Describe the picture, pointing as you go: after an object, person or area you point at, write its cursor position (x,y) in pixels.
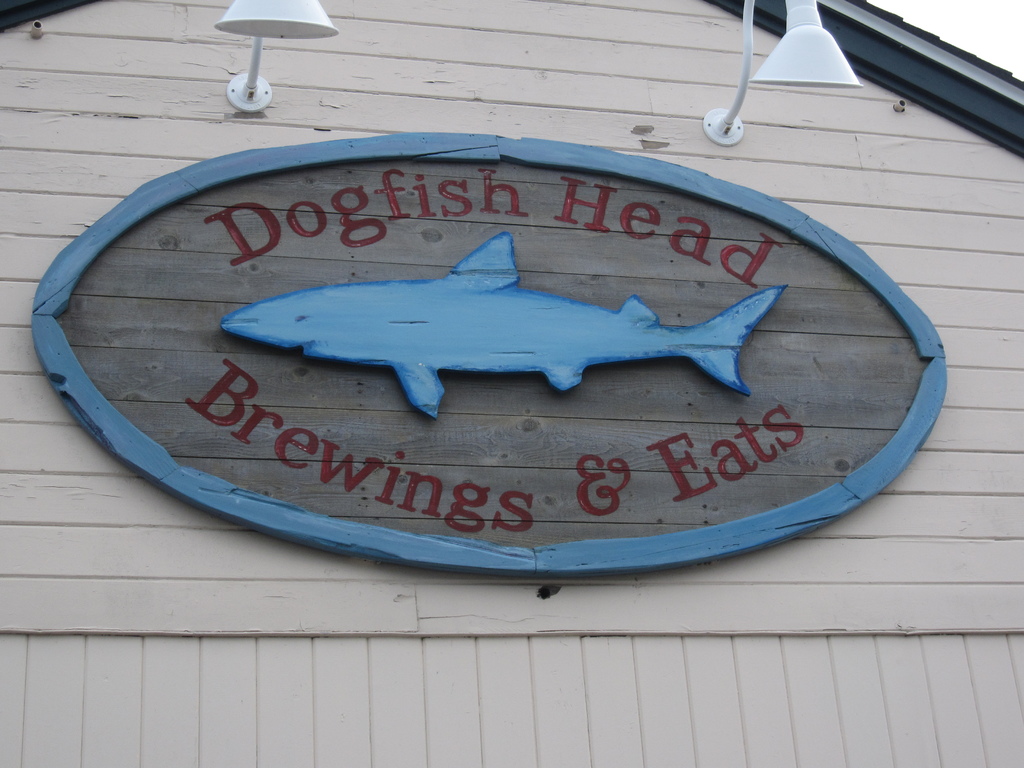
In the image we can see a board (198,349), on it there is a picture of a fish (476,334) and there is even a text (364,204). These are the lights (785,69), wooden wall (949,455) and a white sky (964,11).
